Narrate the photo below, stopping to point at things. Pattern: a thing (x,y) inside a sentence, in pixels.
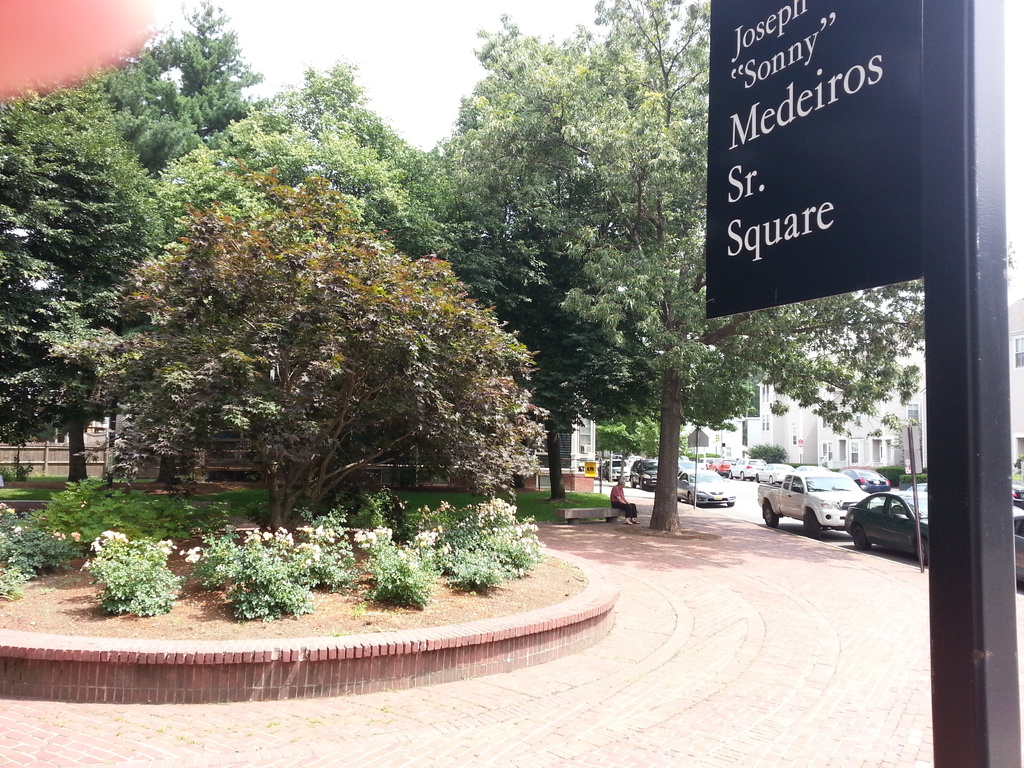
In this image in the right (907,170) there is a board (838,225). In the background (555,266) there are trees (488,313). On the road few vehicles (776,484) are moving. Here there are many buildings (574,440). A person (615,498) is sitting on the bench (579,516).
